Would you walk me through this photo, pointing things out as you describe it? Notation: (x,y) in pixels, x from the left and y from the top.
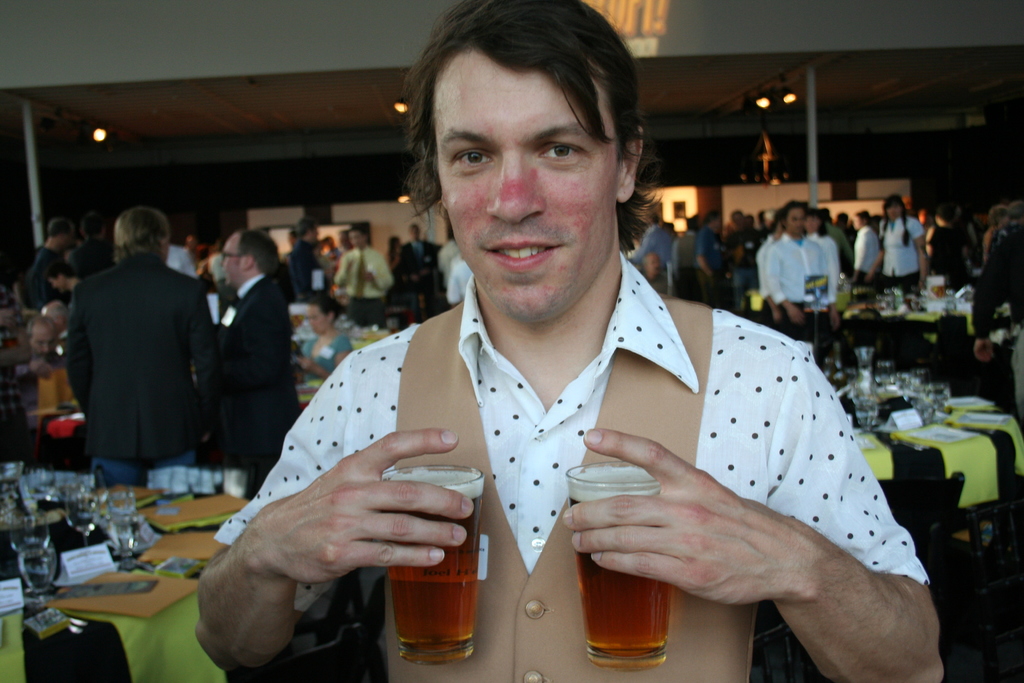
In this image I can see a man (747,590) is holding two glasses (462,601) and also I can see smile on his face (569,285). In the background (906,254) I can see number of people (131,434) are standing and here I can see tables (61,586) and number of glasses (2,486) on every table (923,316).
